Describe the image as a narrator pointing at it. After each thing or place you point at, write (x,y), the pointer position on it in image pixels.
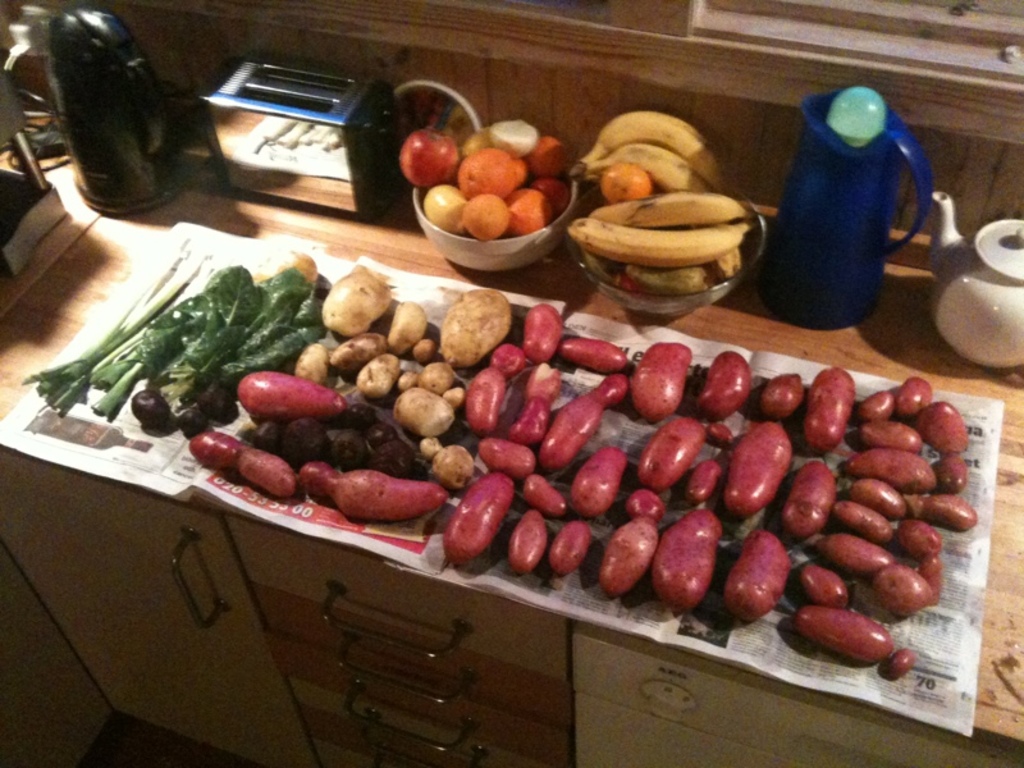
On the table (822,540) I can see the potatoes (937,575), beetroots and other vegetables (235,314). Beside that I can see the apples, oranges (538,161), bananas (634,241) in a bowls (616,237). Beside that I can see the toaster (284,104). Beside that there is a jar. On the right (918,173) I can see the water jug (907,156) and tea jar (968,260). At the top (843,7) I can see the windows frame (685,30). At the bottom (271,705) I can see the drawers (348,760) and door (250,666).
